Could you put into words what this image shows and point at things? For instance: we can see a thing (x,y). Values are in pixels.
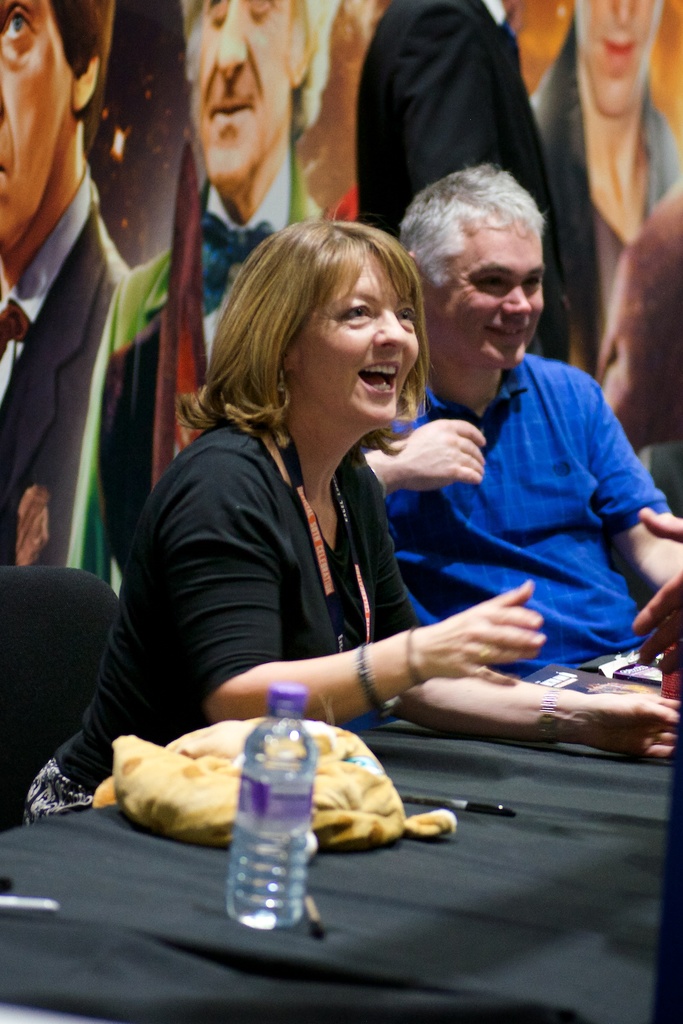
In the middle of the image (287,389) two persons (416,597) are sitting on a chair (25,728). Bottom of the image (41,989) there is a table (410,857), on the table (410,857) there is a water bottle (281,829) and there is a bag (164,801). At the top of the image (327,100) there is a banner (327,100).
